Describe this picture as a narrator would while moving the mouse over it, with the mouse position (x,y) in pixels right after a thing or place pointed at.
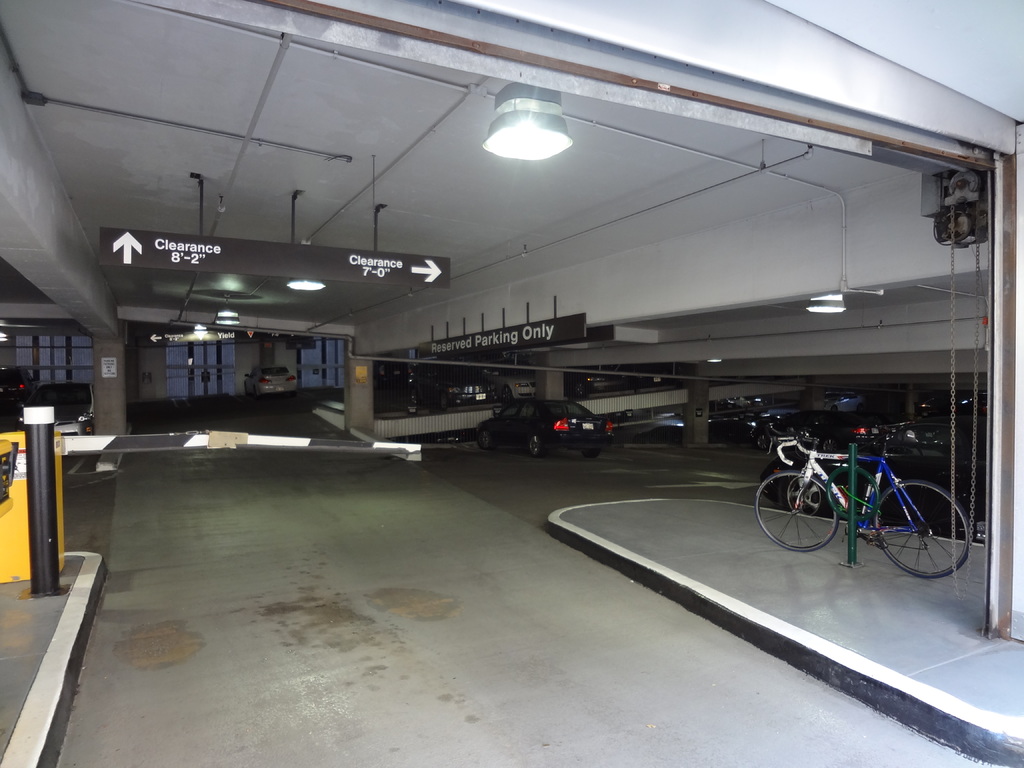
The image is taken in the cellar (402,613). On the right (883,513) we can see a bicycle (784,513) and cars (968,398). In the center (573,413) there is a car (247,387). At the top (558,144) there are lights (531,146) and we can see a board (243,248).
